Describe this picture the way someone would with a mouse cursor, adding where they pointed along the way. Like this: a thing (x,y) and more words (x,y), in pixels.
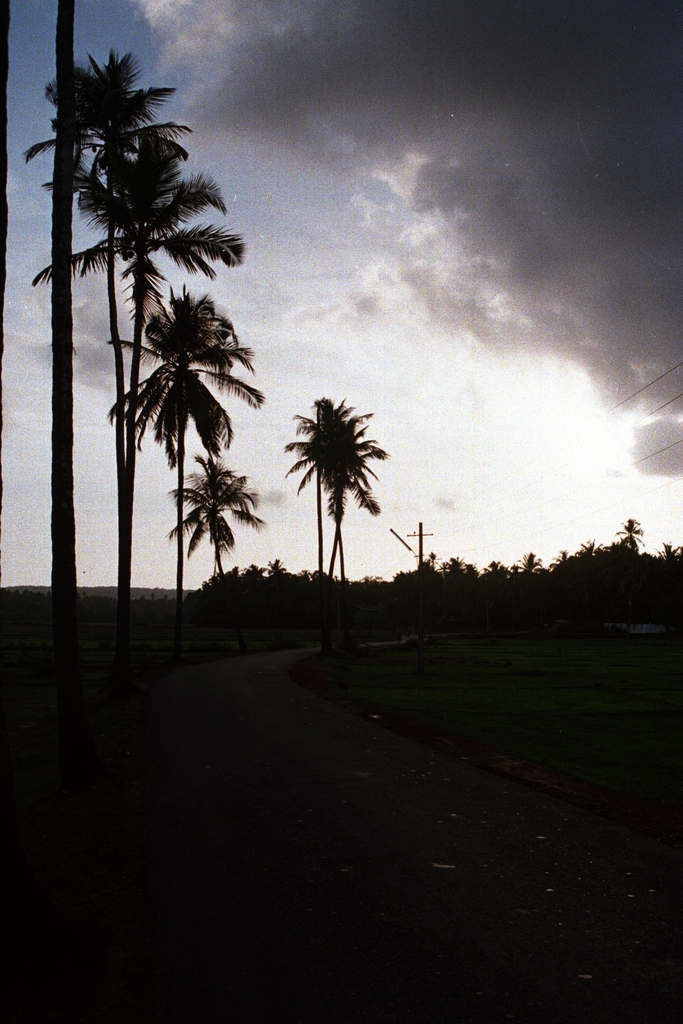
In this picture we can see a few trees (308,574) from left to right. Sky (332,283) is cloudy. At the bottom (292,798), we can see a dark view.
